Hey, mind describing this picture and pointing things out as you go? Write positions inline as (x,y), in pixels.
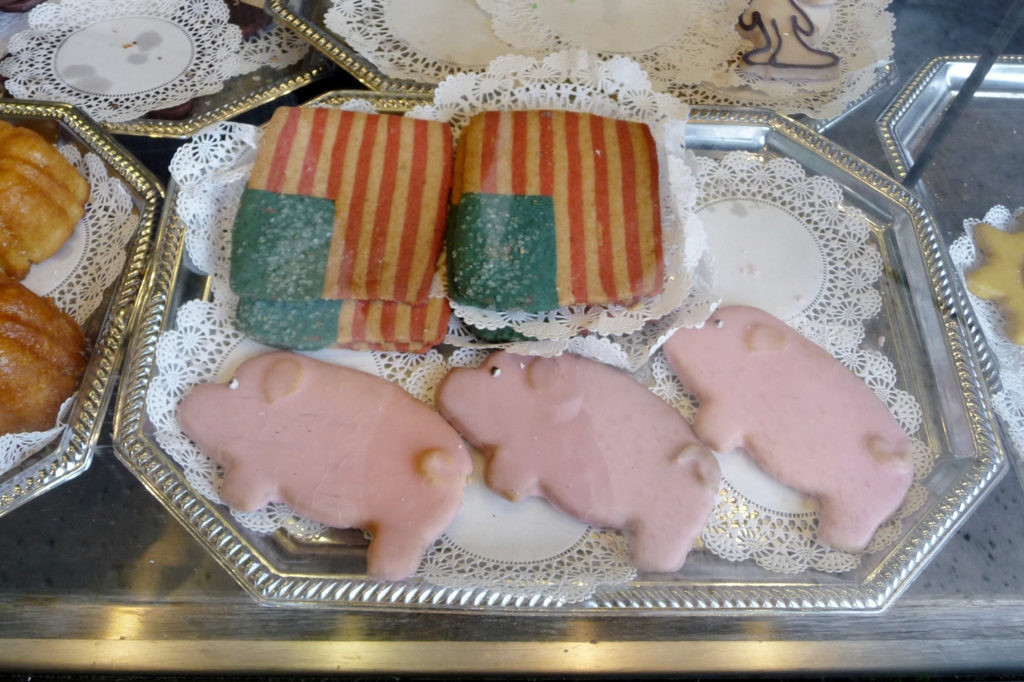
This image consists of five trays (1007,193), plates (816,586) in which food items (656,396) are kept may be on the table (977,586). This image is taken may be in a room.
